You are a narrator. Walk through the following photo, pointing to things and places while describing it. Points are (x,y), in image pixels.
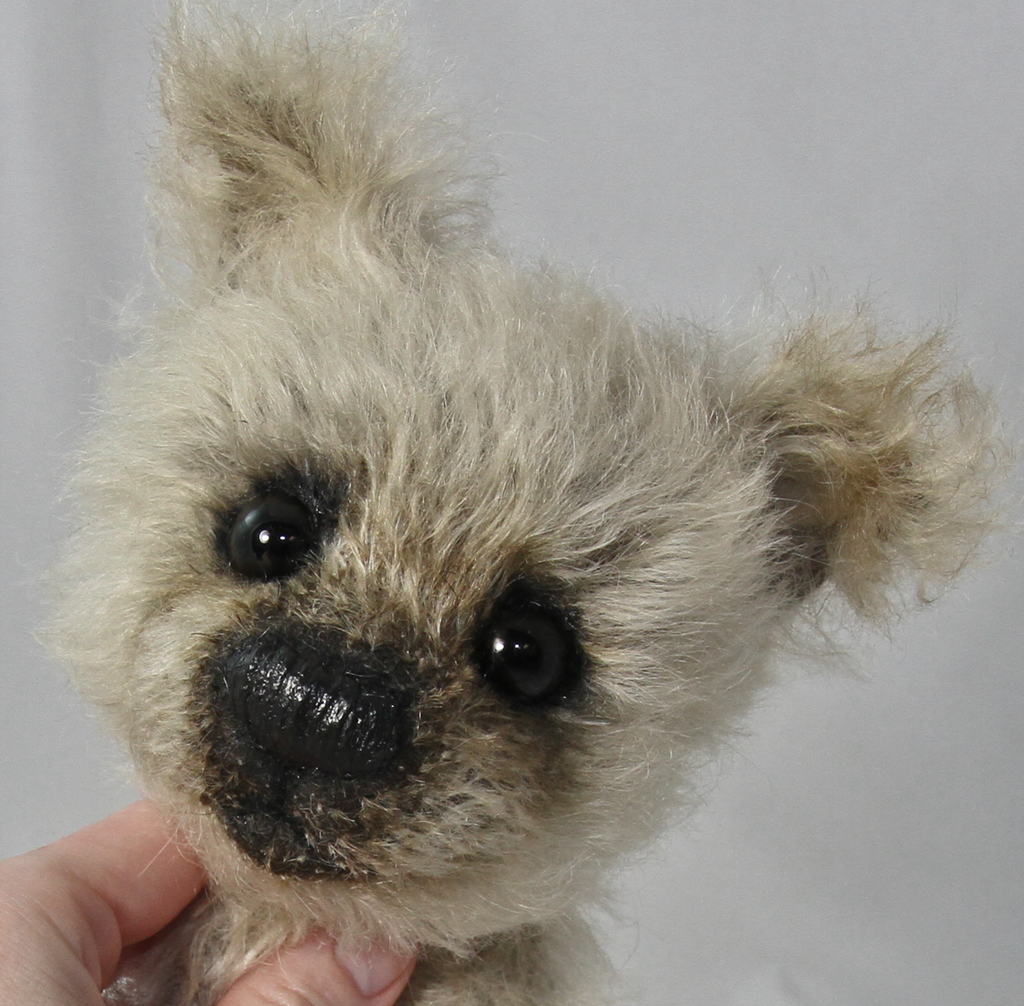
In this image we can see fingers (150,890) of a person (66,882) holding a toy (362,509). In the background (847,765) it is white.
